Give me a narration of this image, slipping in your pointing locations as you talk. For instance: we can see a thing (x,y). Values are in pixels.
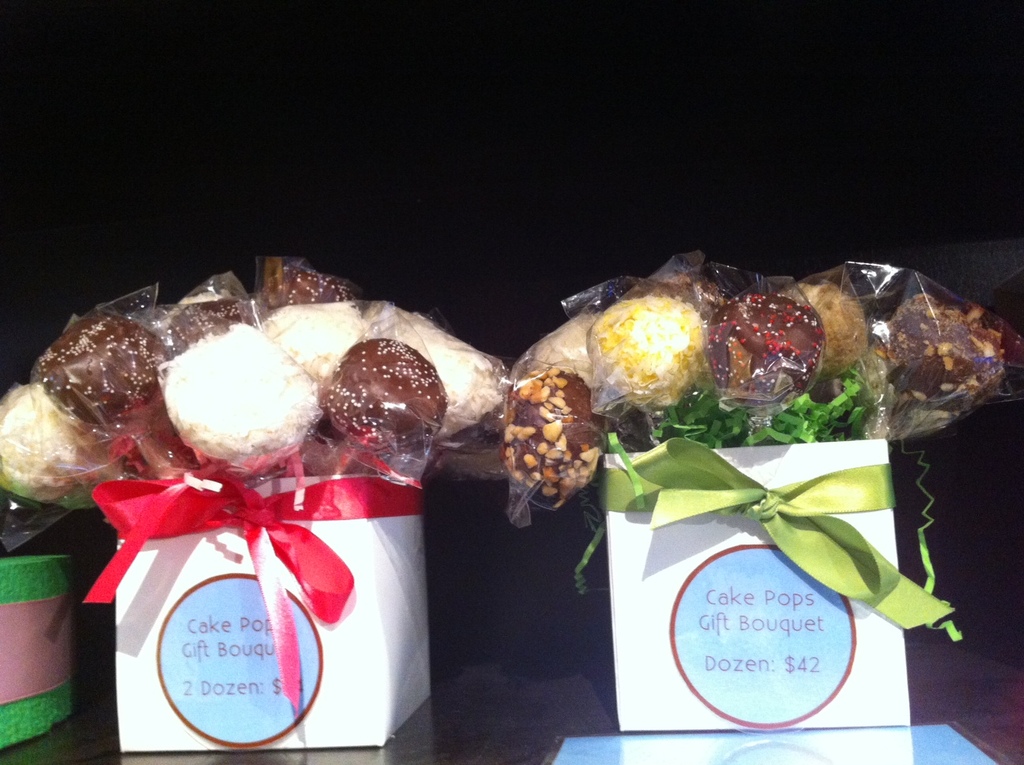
In this picture we can see some eatable things (538,466) are placed in a boxes (332,528).
